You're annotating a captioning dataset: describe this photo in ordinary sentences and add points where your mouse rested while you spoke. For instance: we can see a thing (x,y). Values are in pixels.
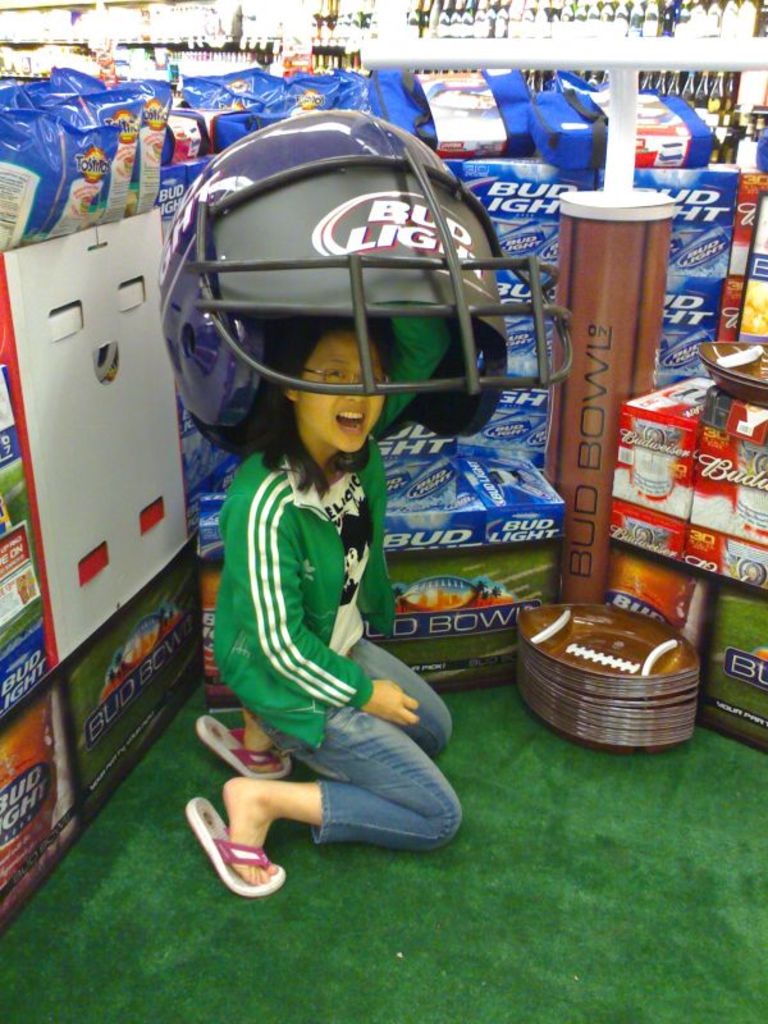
In this image we can see this person (333,482) wearing green color sweater (248,645) is sitting on the ground (361,875) and wearing a big helmet (207,333) on her head (355,427). Here we can see the plates (557,610), packets (43,133), and boxes (659,494) are kept on the shelf (31,612). In the background (311,28), we can see bottles (669,14) kept on the shelf (64,38).
